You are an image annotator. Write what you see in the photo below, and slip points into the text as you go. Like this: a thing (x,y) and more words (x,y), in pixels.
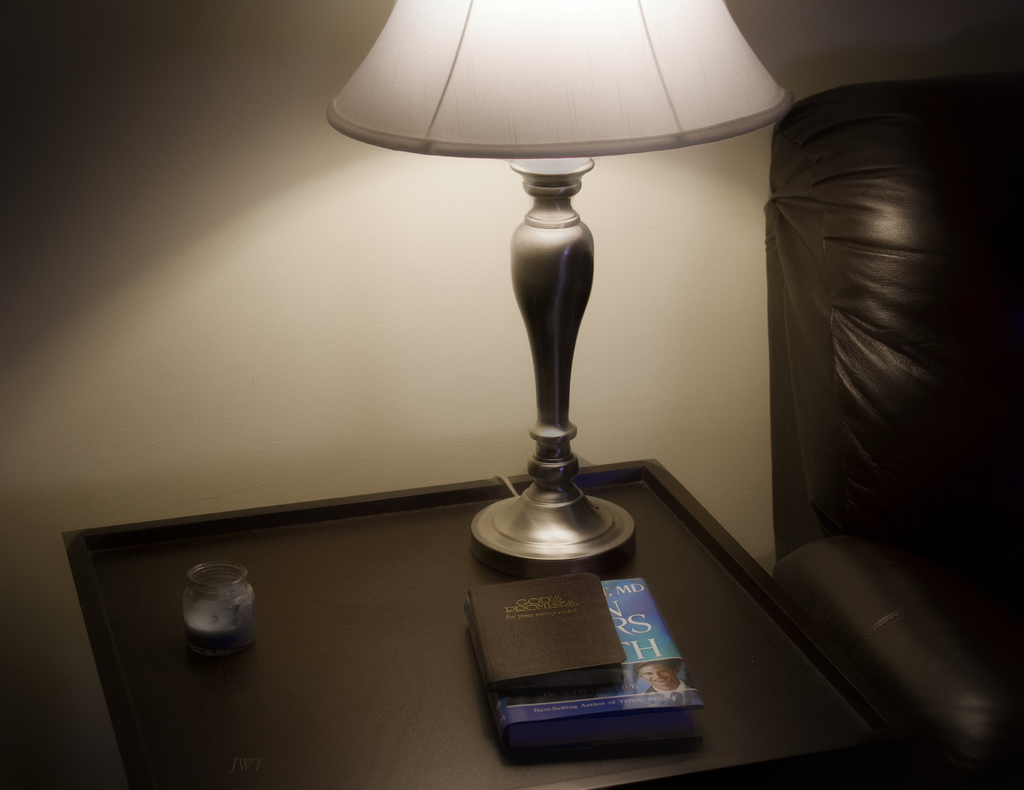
On this table (310,557) there are books (567,617), lantern-lamp (535,24) and jar (251,630). Beside this table (763,627) there is a couch (910,493).
